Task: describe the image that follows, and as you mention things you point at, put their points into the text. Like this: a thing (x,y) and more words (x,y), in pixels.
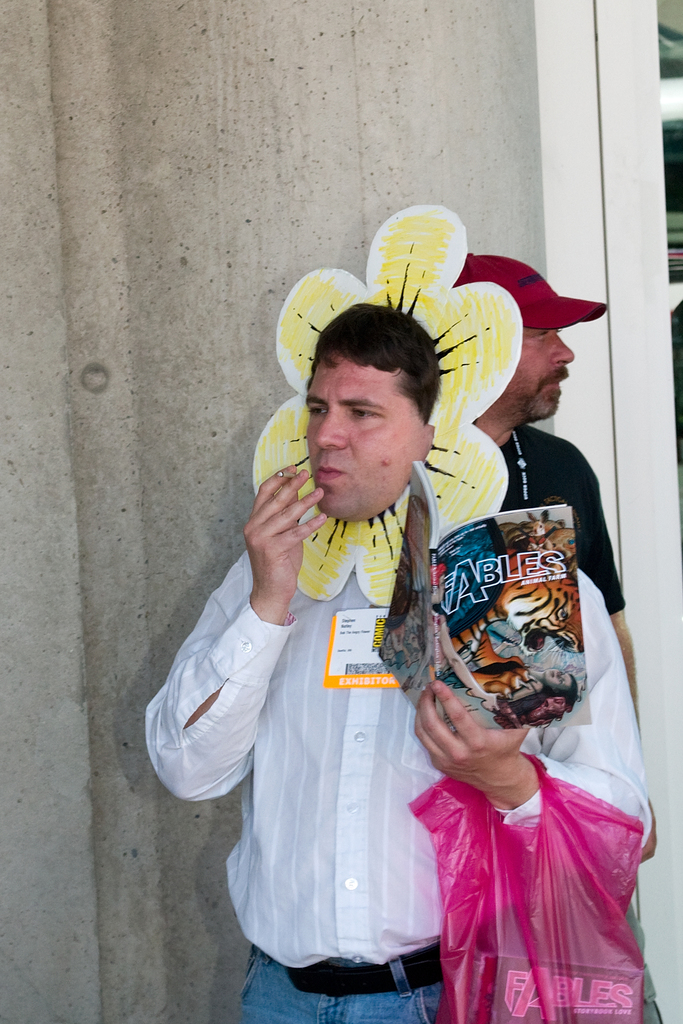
In the center of the image (365,582), we can see a person (391,928) holding a cover (476,810) and a book (455,587) and an object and wearing a flower (431,462) which is made of paper (458,419). In the background (572,468), there is another person (552,396) wearing a cap (502,274) and there is a wall (330,153).
